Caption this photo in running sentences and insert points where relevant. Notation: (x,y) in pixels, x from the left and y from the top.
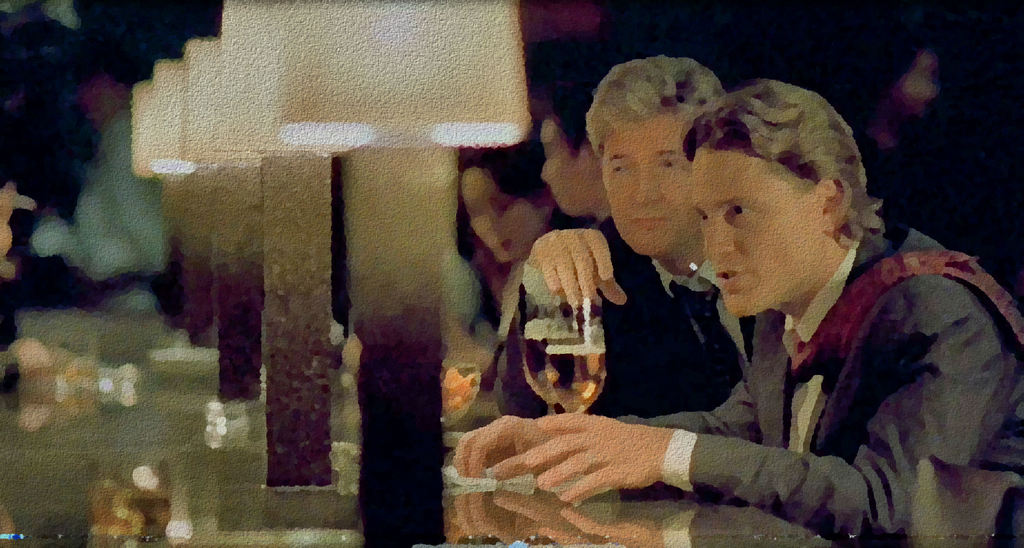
In this picture there are people (669,282) those who are sitting on the right side of the image (853,352) and there are lamps (395,141) in series on the table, there are glasses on the table (44,537).
